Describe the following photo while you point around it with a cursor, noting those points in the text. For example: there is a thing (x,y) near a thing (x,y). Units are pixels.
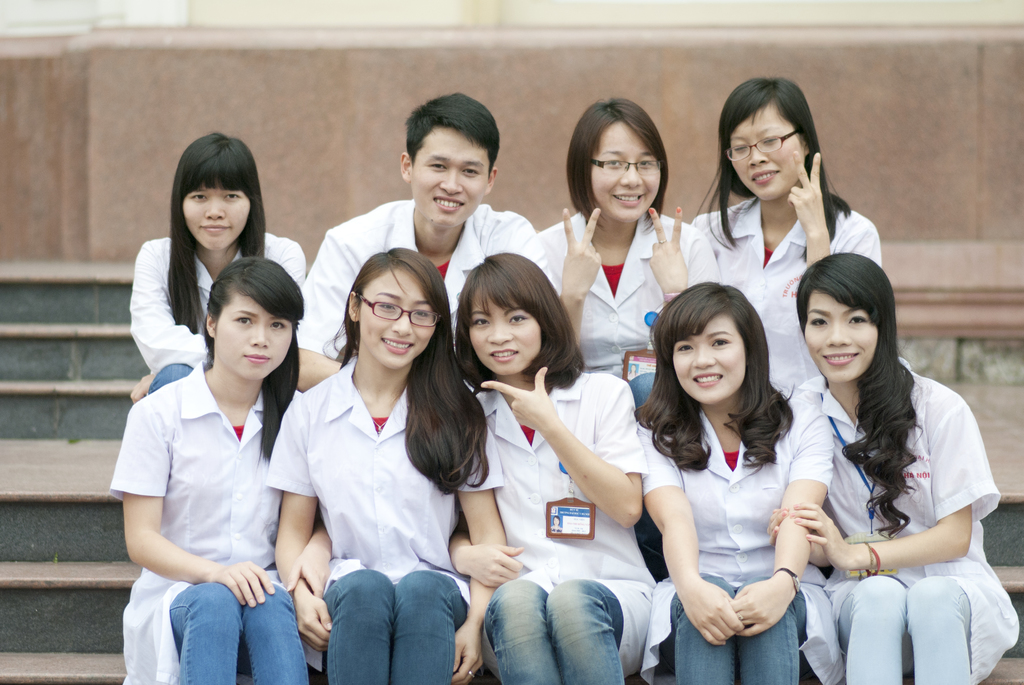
In this image there are a few people (601,459) sitting on the stairs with a smile (399,344). In the background (344,20) there is a wall (775,16).
